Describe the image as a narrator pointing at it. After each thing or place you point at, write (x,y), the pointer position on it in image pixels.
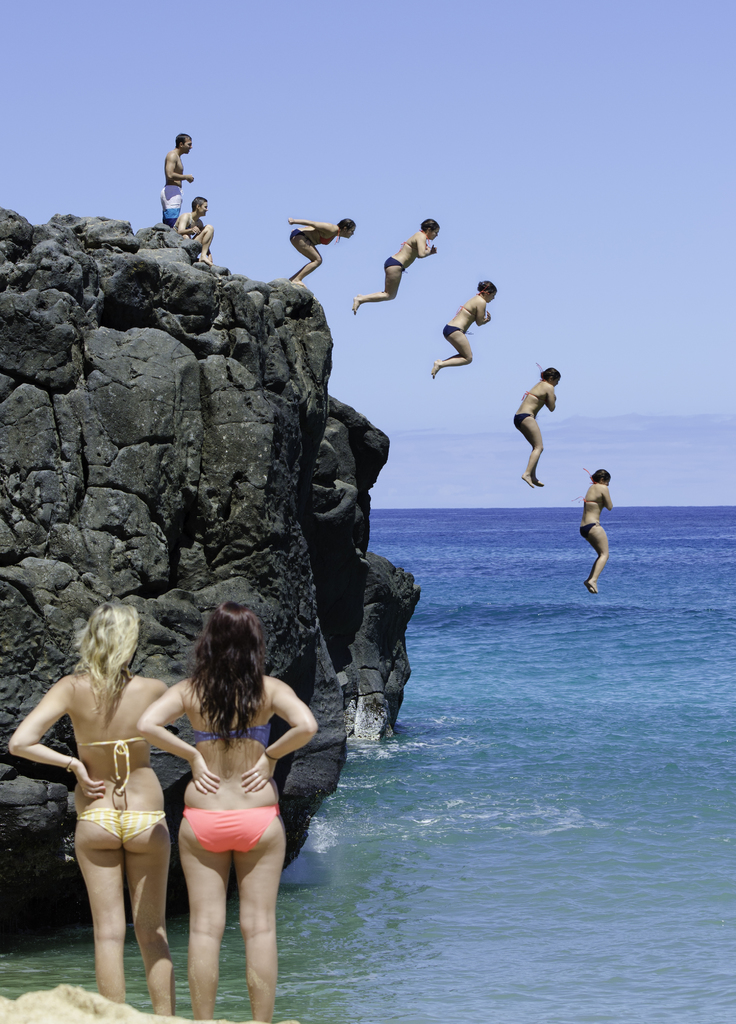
In this image there is the sky (510,124) truncated towards the top of the image (465,101), there is water (579,718) truncated towards the right of the image (556,709), there are two persons (164,742) standing, there is an object (77,1011) truncated towards the bottom of the image (63,1000), there is a rock (100,442) truncated towards the left of the image (125,426), there are persons (306,254) on the rock (173,392), there are persons (583,520) jumping.
